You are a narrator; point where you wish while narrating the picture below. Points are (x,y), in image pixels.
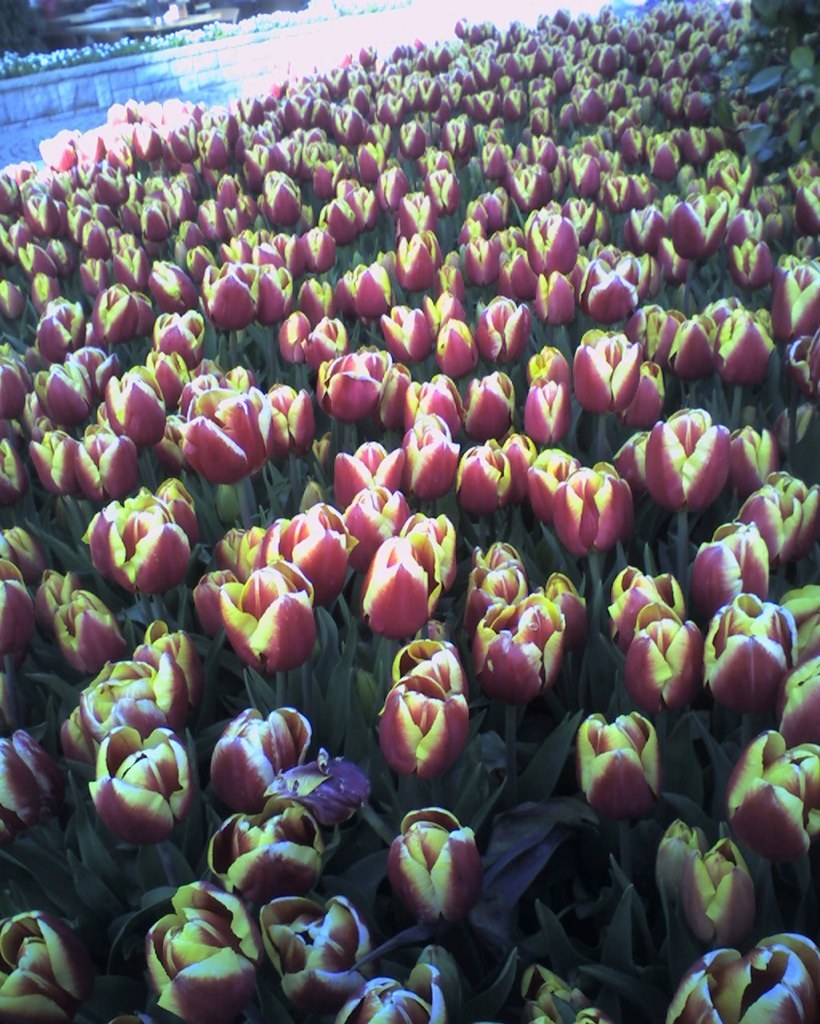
In the foreground of this image (482,373), there are many flowers (460,394). At the top (188,68), there is a tiny wall (145,57) and few flowers (143,38).
